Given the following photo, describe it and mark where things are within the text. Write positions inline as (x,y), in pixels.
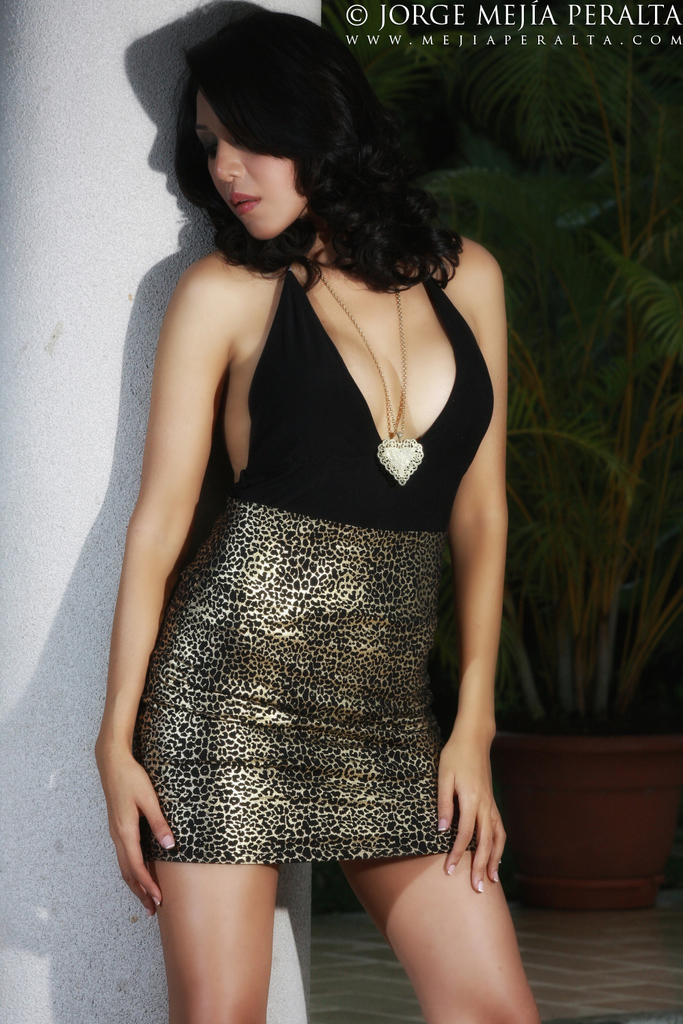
In this picture there is a woman (374,711) who is wearing black dress (434,594). She is standing near to the pillar (281,896). In the background (565,220) we can see plants (602,673) and pot (624,775). In the top right corner (663,18) there is a watermark (461,38).
